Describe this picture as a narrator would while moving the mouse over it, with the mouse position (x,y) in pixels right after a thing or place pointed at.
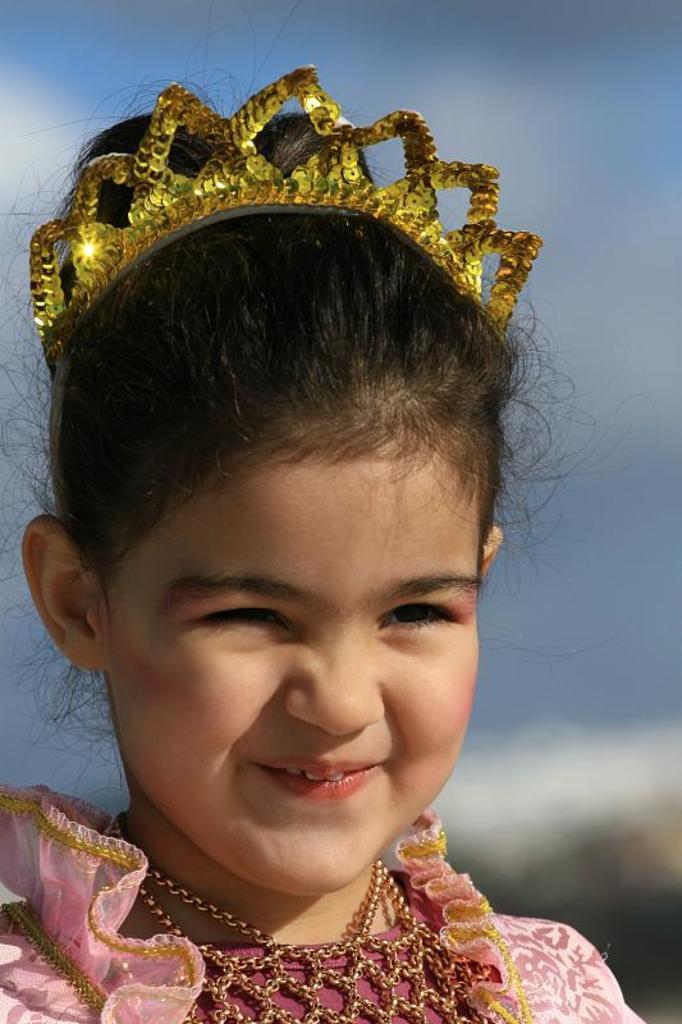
There is a girl (395,965) in pink color dress (426,963) wearing a golden crown (478,211) and smiling. In the background (593,576), there are clouds (559,190) in the blue sky (588,600).
